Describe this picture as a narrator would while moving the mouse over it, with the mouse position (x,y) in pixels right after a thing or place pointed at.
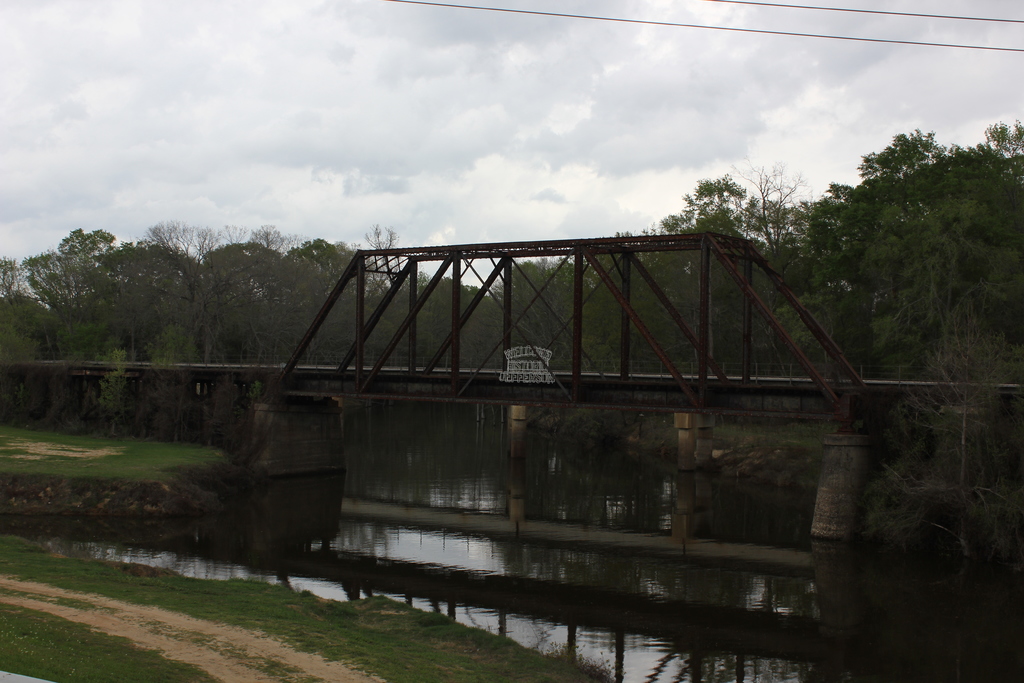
In this image there is a river (487,433), above the river (614,501) there is a bridge (366,371). In the background (533,320) there are trees (923,276) and the sky (306,157).
